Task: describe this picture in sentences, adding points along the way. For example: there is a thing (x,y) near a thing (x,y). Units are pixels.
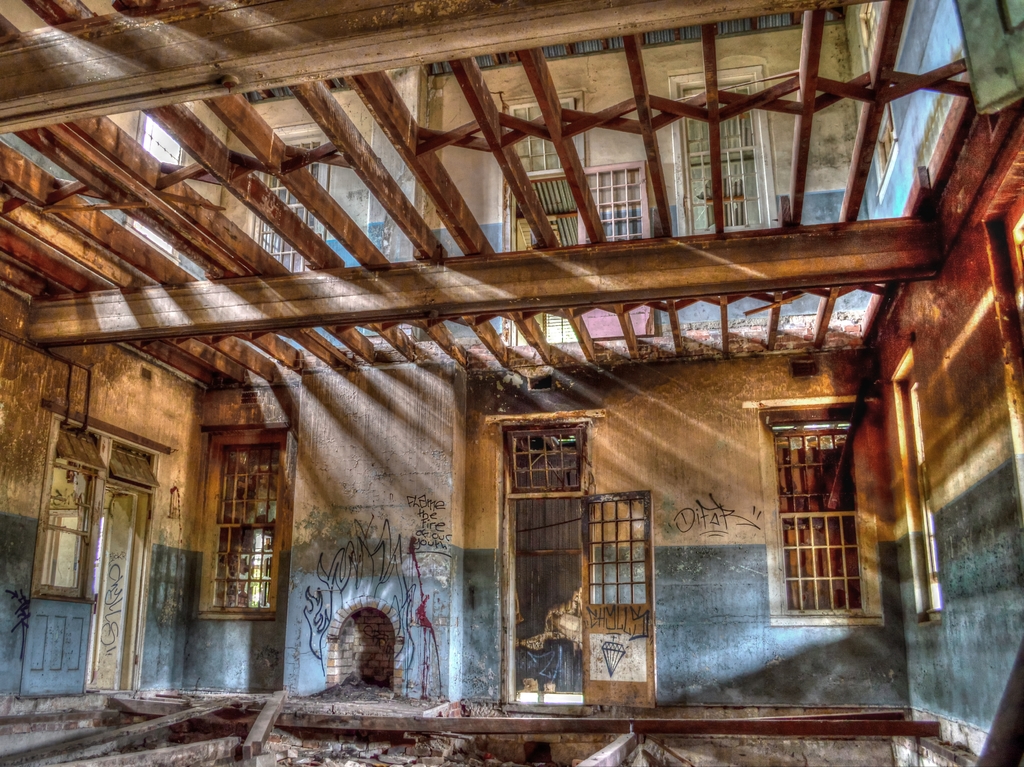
The image is taken inside the old building (698,455). In the center of the image (560,504) there is a door (506,577) and we can see windows (841,438). At the bottom (403,712) there is a fireplace (380,630) and logs (718,733). There are wall paintings (415,567) on the wall (688,471). At the top (412,160) there is roof (450,313).
